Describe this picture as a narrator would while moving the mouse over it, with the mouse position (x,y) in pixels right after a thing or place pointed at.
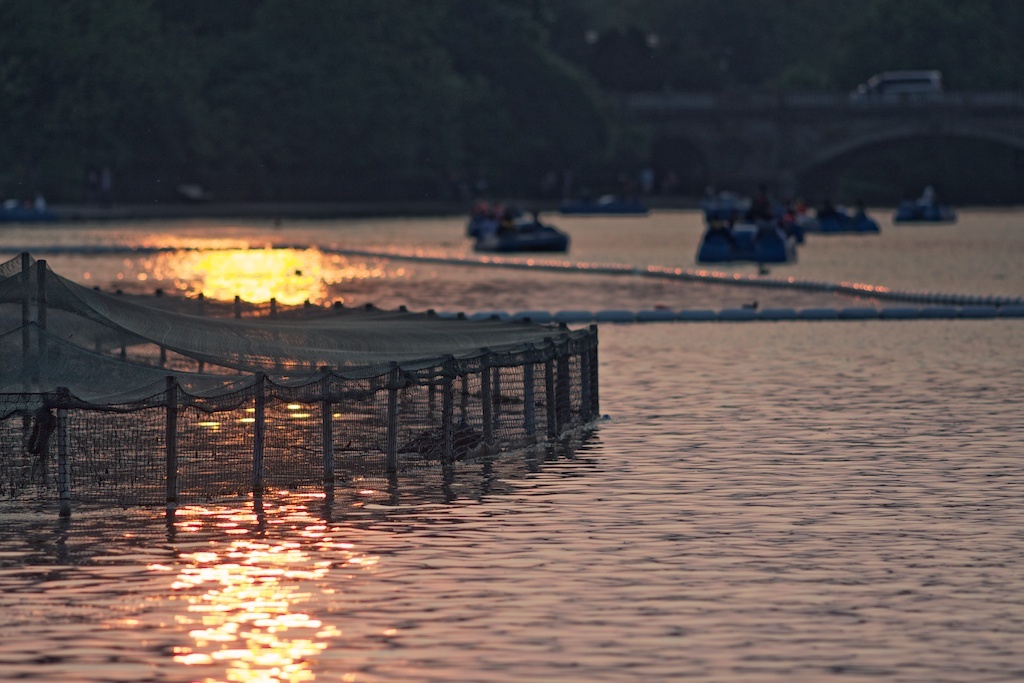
In this picture there is net (465,323) on the left side of the image (317,332) on the water (932,234) and there are boats (40,217) on the water (389,221) and there is a car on the bridge (850,94) at the top side of the image (809,171).
